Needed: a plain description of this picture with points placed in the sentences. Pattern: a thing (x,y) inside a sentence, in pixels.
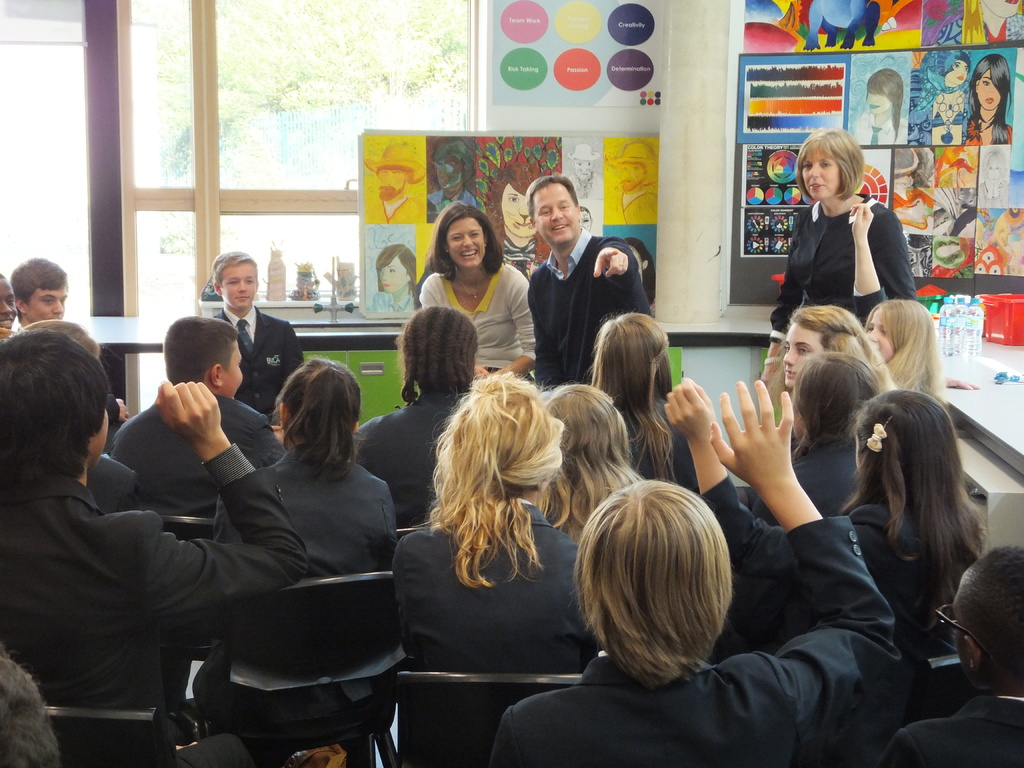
This image consists of many persons (161,601) sitting in the chairs (470,719). In the background (407,172), we can see the posters (829,112) and paintings (918,55) along with a window (293,132). It looks like a classroom (668,430).
